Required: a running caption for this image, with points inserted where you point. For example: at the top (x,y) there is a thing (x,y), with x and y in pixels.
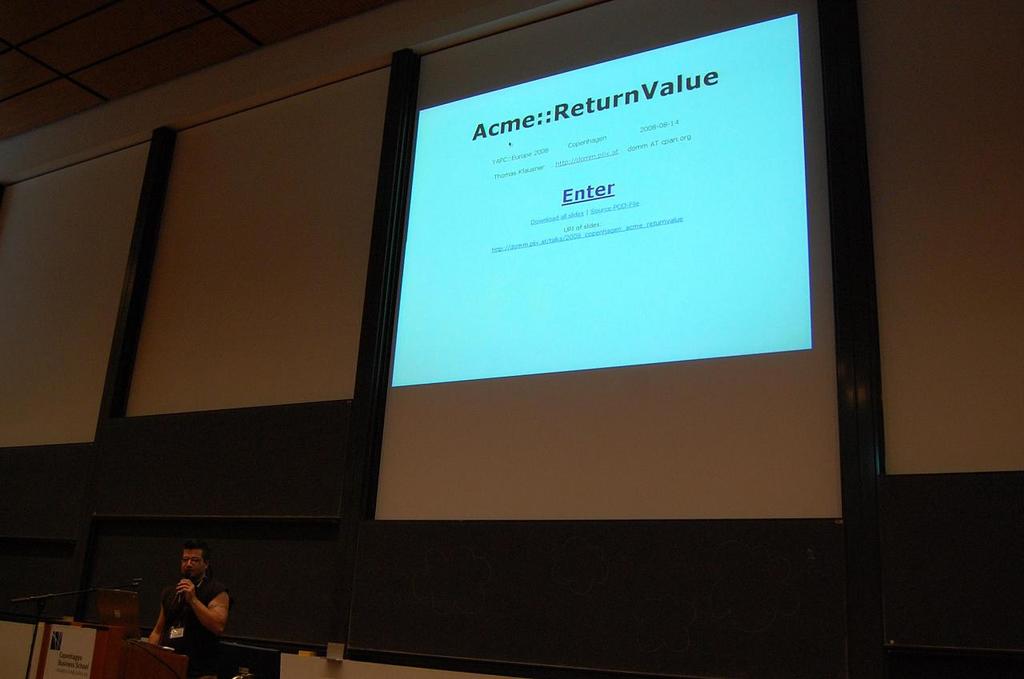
In this image at the bottom left (193,620) there is a man (206,621) standing and speaking holding a mic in his hand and in front of the man (177,632) there is a podium (120,645) which is brown in colour. In the background (478,427) there is a screen (542,102) and on the screen (612,277) there are some text (580,215) is displaying and there are white colour objects (144,346) and there is a board (74,650) with some text (75,650) written on it which is white in colour.
